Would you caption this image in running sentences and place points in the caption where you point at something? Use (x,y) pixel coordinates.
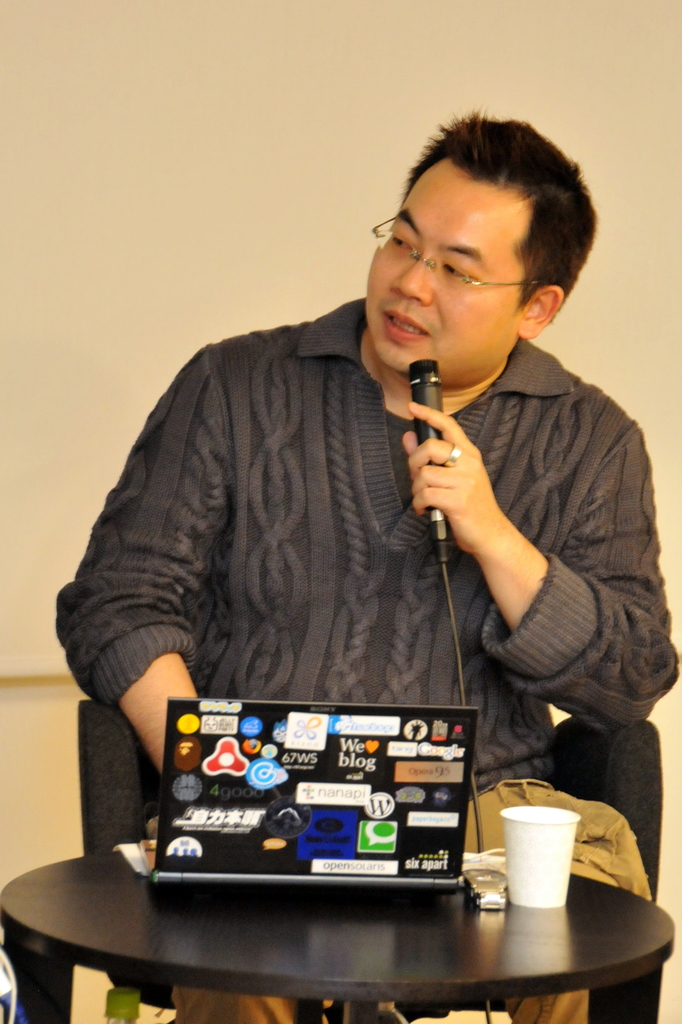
In this picture we can see a man (379,395) sitting on a chair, near to a round table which is black in color, on the table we can see a glass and laptop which he is working on it and he is holding a microphone (418,379) in another hand (414,406), in the background (140,341) we can see a white color wall (14,375).
